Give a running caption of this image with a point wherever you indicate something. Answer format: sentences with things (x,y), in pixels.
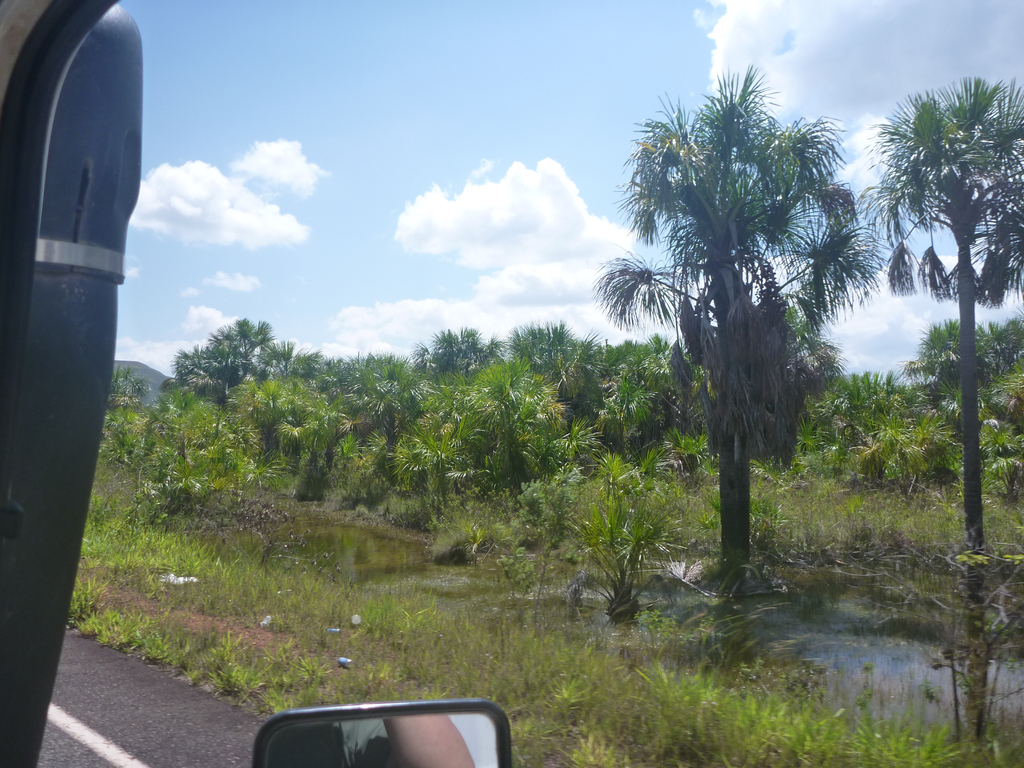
There are many trees (179,425) in the image. There is grass (373,656). There is road (129,684). There is side mirror (497,707) at the bottom of the image (437,699). There is water (879,662) to the right side of the image (865,664). At the top of the image (440,114) there is sky (487,72).
